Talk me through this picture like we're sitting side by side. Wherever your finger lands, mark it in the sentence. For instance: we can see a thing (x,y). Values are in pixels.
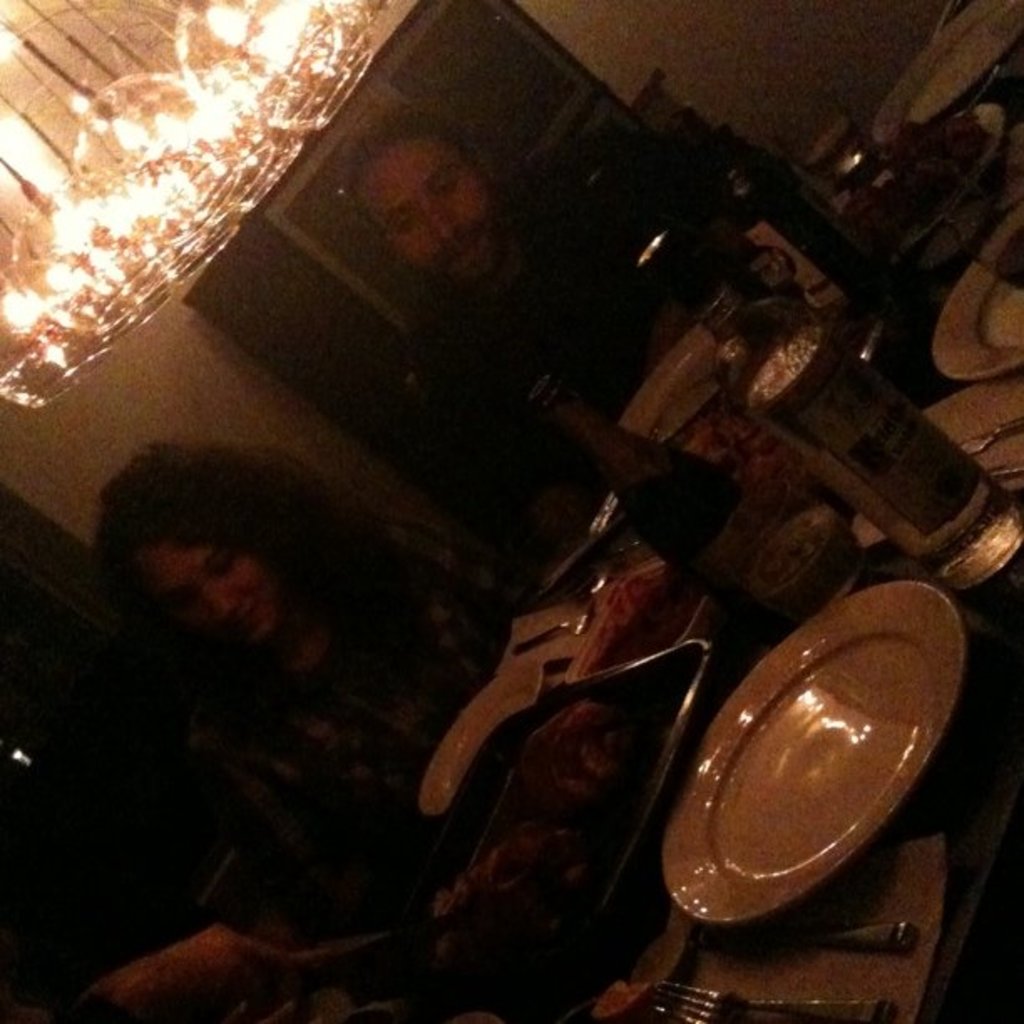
In the picture we can see a man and a woman (294,878) sitting near the table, on the table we can see some wine bottles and plates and behind them we can see a wall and some lights (137,228) hanging from the ceiling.
